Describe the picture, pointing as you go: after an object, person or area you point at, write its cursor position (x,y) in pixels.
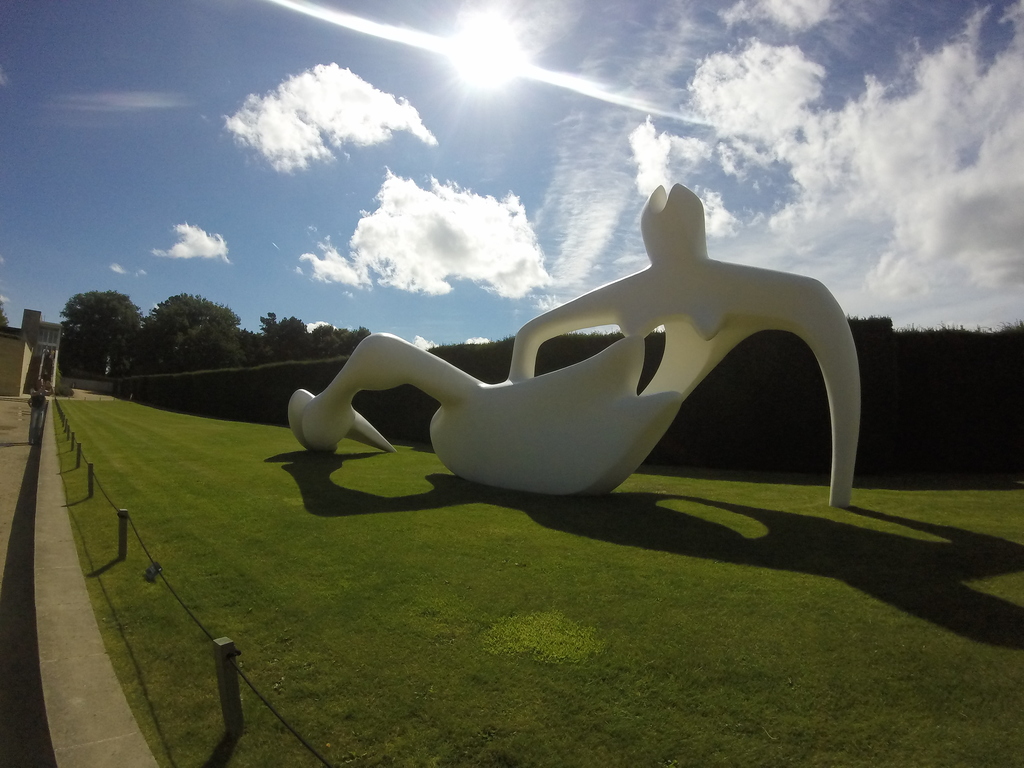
In this picture we can observe a white color object (556,398) placed on the ground (466,557). There is some grass (401,594) on the ground (401,594). In the background (126,317) there are trees (119,314) and a sky (443,181) with clouds (318,150) and a sun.
